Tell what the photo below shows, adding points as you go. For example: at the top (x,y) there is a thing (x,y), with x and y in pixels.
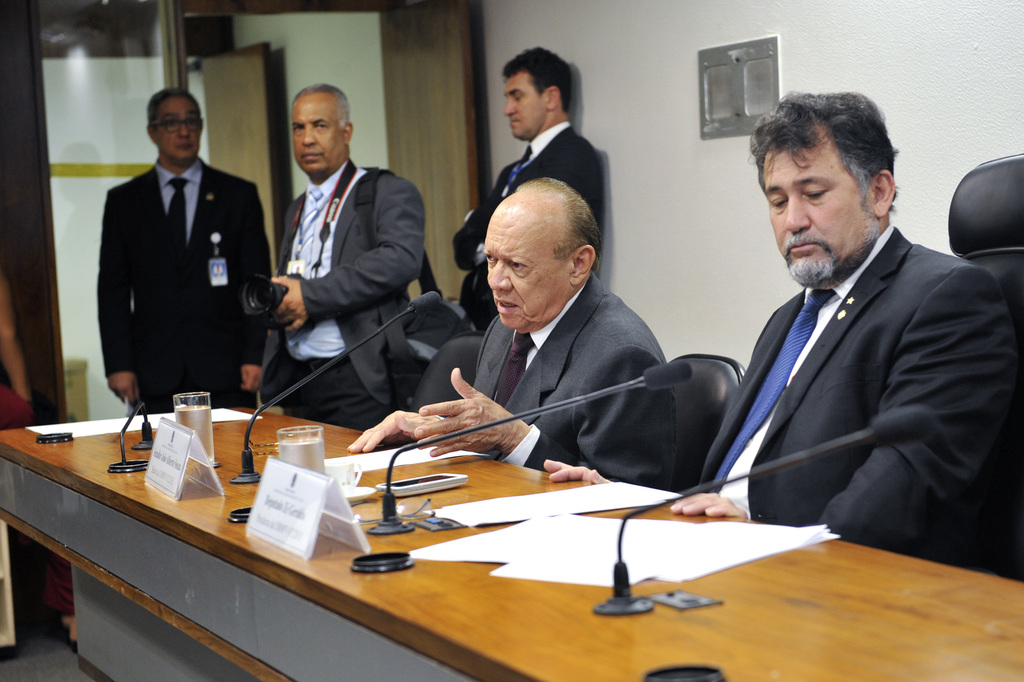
There are two men (575,271) sitting on the chairs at the table (530,628). On the table (208,523) we can see papers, microphones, mobile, cup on a saucer (345,491), water glasses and tags (333,498). In the background (308,342) there are few persons (285,307) standing, object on the wall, doors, glass door (82,281) and a man (325,278) is holding a camera (266,292) in his hands (294,288) and carrying a bag (372,174) on his shoulder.
